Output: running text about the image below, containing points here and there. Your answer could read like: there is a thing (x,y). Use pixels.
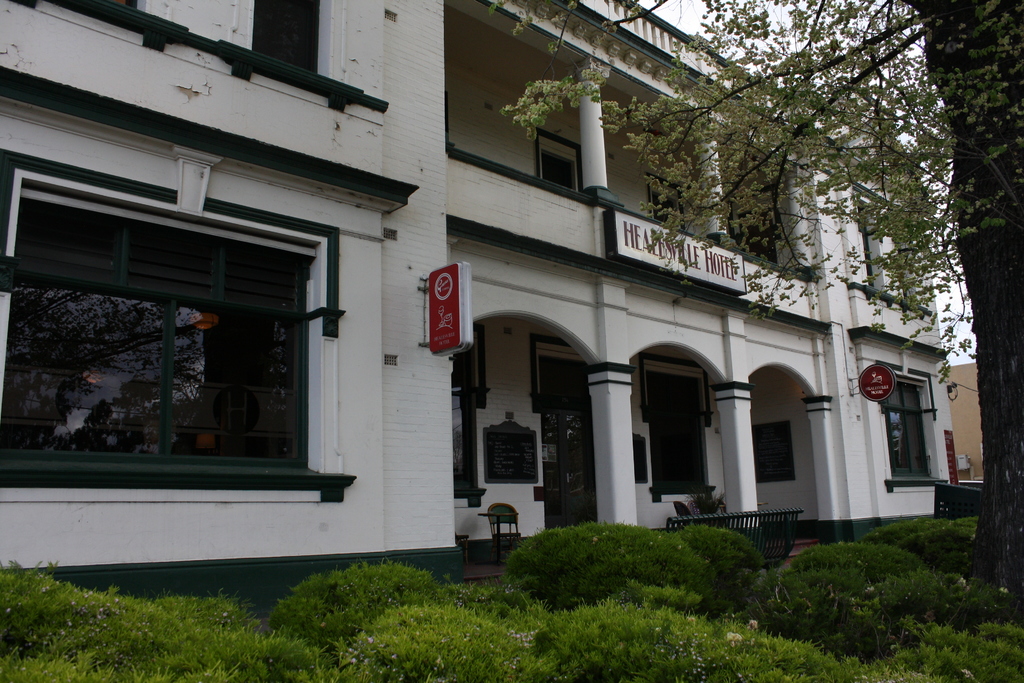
In this image there are plants (821,588), trees (1006,187), in the background (181,40) there is a building (847,352).
